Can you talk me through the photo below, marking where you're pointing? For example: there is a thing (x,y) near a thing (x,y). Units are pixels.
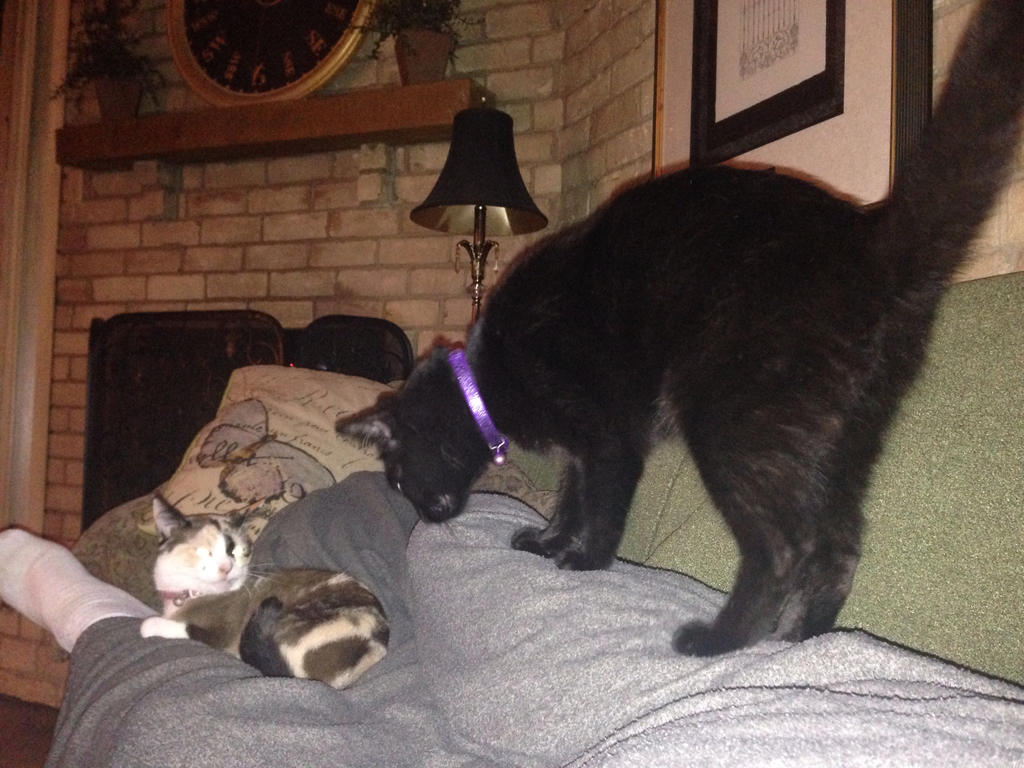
In this image we can able to see two cats (440,422) one of them is in black in color and wearing a purple color belt (478,407) and another one is brown white and black in color, we can able to see a person leg (74,601) and he is wearing white color socks (26,564) and we can able to see two house plants (412,66) over here, we can able to see a wall clock (290,84) and there is a stand lamp (483,185) over here and we can able to see a wall (299,248) which is made of bricks (546,106).
